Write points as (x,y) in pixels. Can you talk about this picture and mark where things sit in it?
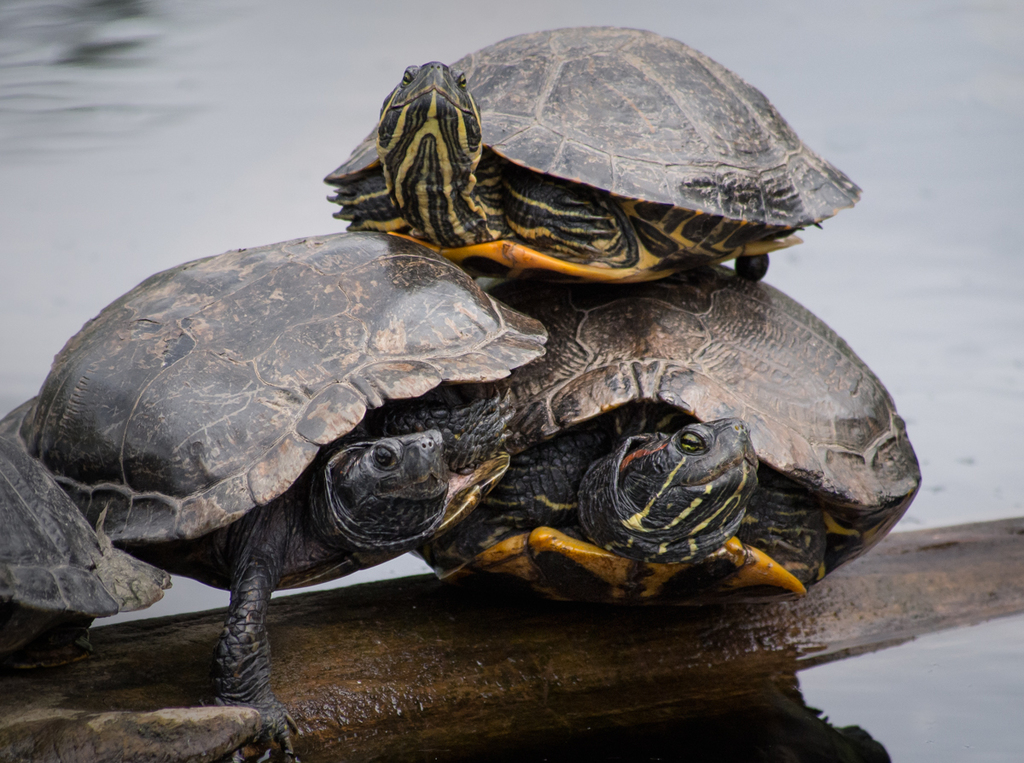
In this picture we can see the water (121,36) and tortoises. At the bottom portion of the picture (879,614) it looks like a rock surface (426,689).
